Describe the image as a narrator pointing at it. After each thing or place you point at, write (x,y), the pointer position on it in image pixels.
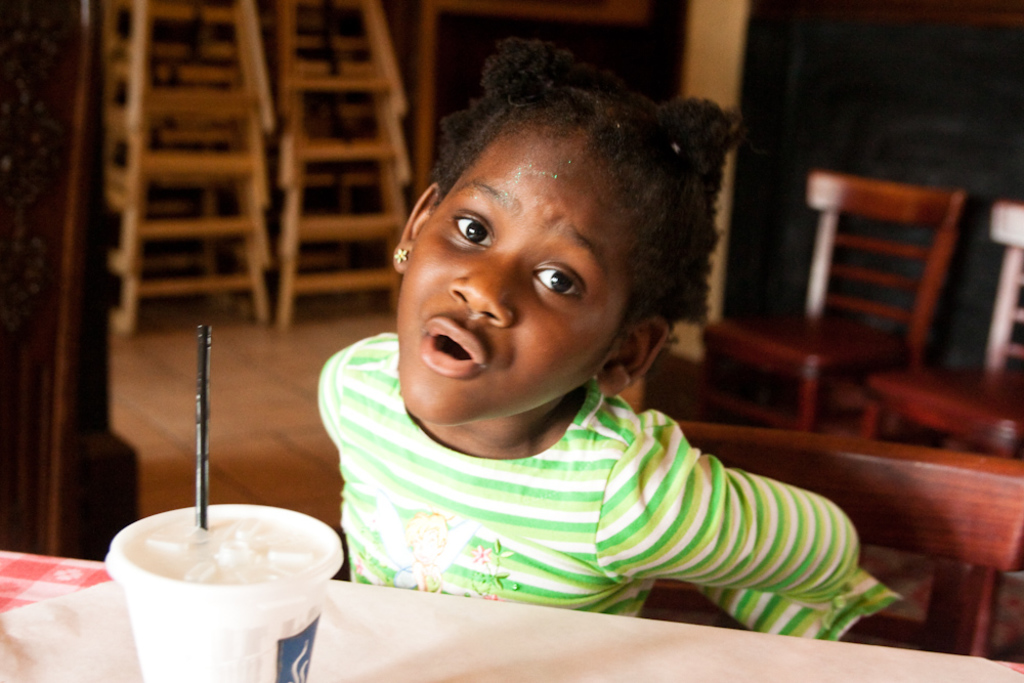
In this picture we can find a child (350,371) sitting on a chair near the table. On that table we can find a cup (226,668) and straw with some drink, background we can find some chairs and stand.
